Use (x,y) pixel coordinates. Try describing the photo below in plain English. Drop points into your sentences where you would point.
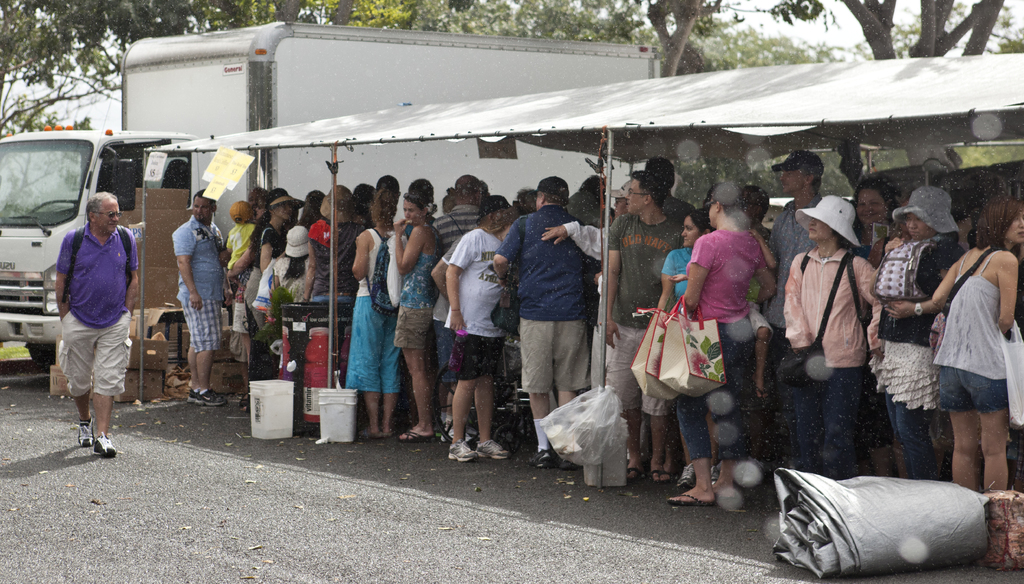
In this picture we can see a shed (717,146) here, there are some people (651,270) standing under the shed (614,88), on the right side (893,533) there is a cover (938,542), we can see a truck (40,281) on the left side (21,250), this man (102,276) is carrying a backpack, there are some trees (617,15) in the background (427,7), we can see a bucket (323,425) here.
